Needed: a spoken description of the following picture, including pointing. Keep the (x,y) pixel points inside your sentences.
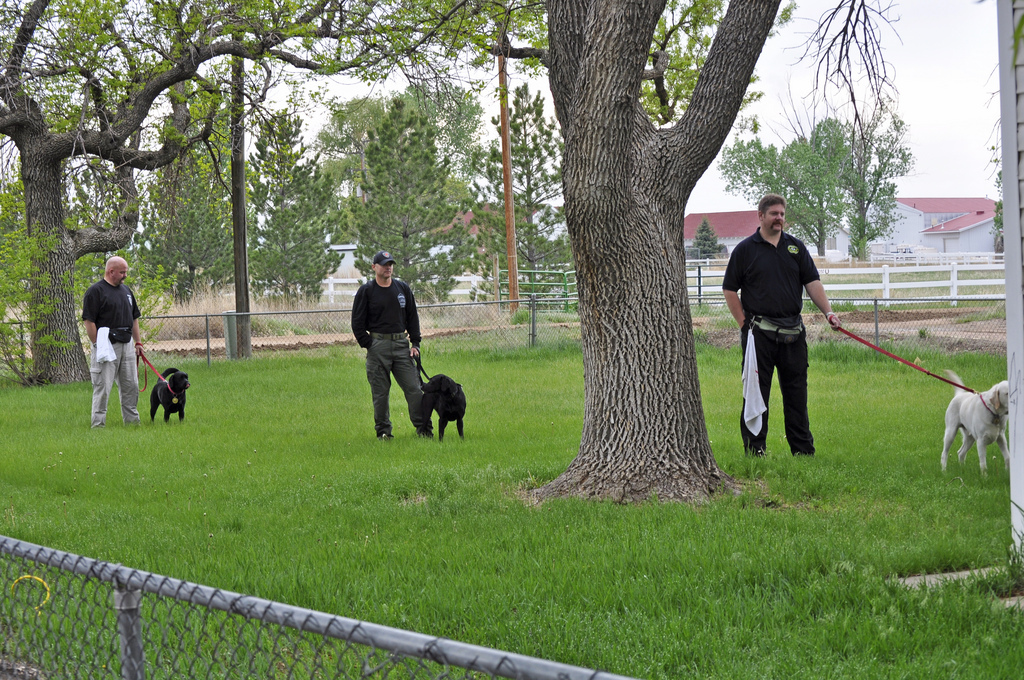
In the center of the image (418,407) there are three person (418,434) holding dogs (429,425). At the bottom of the image (578,518) there is grass (405,573). There is a fencing (434,641). There are trees (601,258). There is a building (732,239) in the background of the image (964,213).
